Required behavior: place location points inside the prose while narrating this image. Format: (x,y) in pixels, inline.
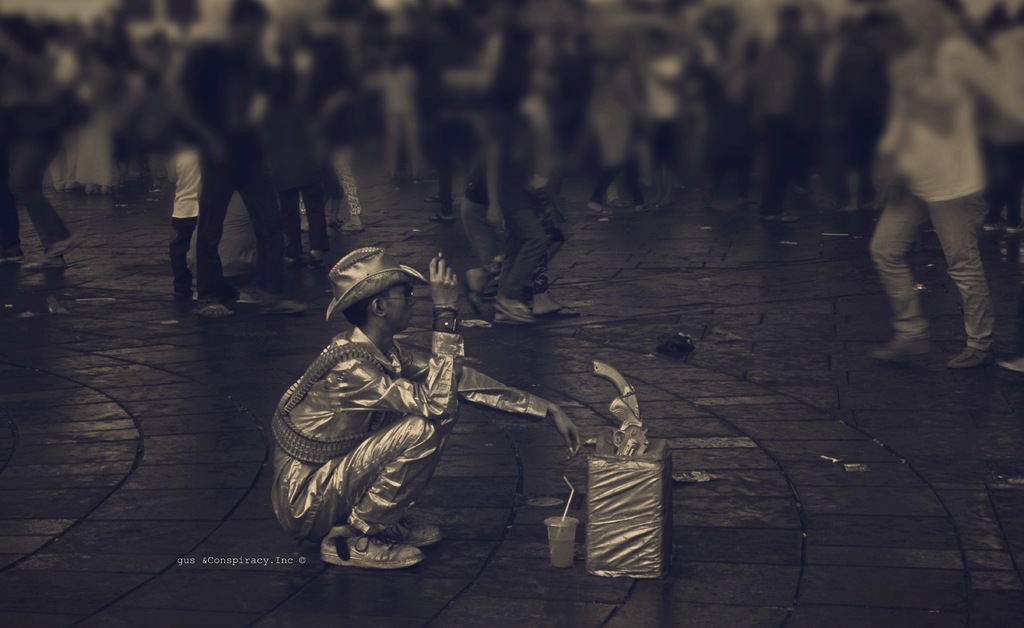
On the left side (300,414), there is a person (366,337) wearing a cap (383,256) and squatting on the floor (449,561), on which there is a box (651,518) and a glass (554,533). On the bottom left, there is a watermark (253,559). In the background (241,205), there are other persons (241,205). And the background (982,323) is blurred.
